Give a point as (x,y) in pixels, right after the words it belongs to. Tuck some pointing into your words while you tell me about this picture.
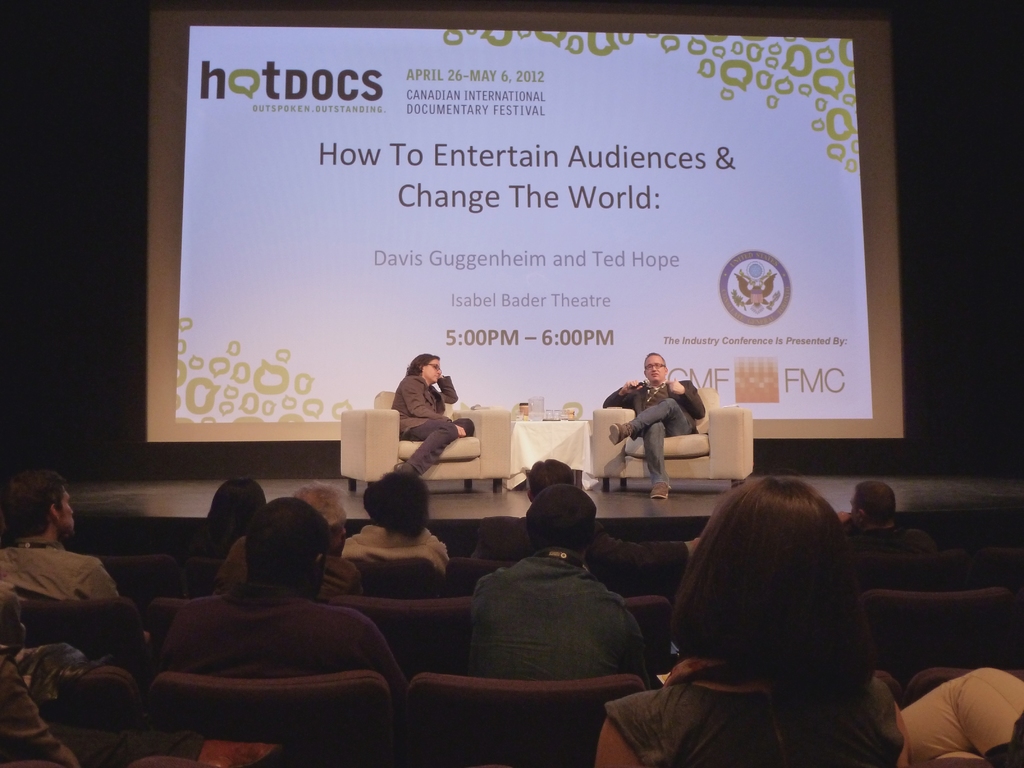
There is a stage (609,502). On the stage (614,483) there are two persons (421,433) sitting on chairs (596,442). Near to that there is a table (561,425) with a white cloth (551,436). On that there are some items (538,410). In the back (405,116) there is a screen (379,152) with something written on that. In front of the stage (626,494) there are many people (66,536) sitting on the chairs (120,579).
